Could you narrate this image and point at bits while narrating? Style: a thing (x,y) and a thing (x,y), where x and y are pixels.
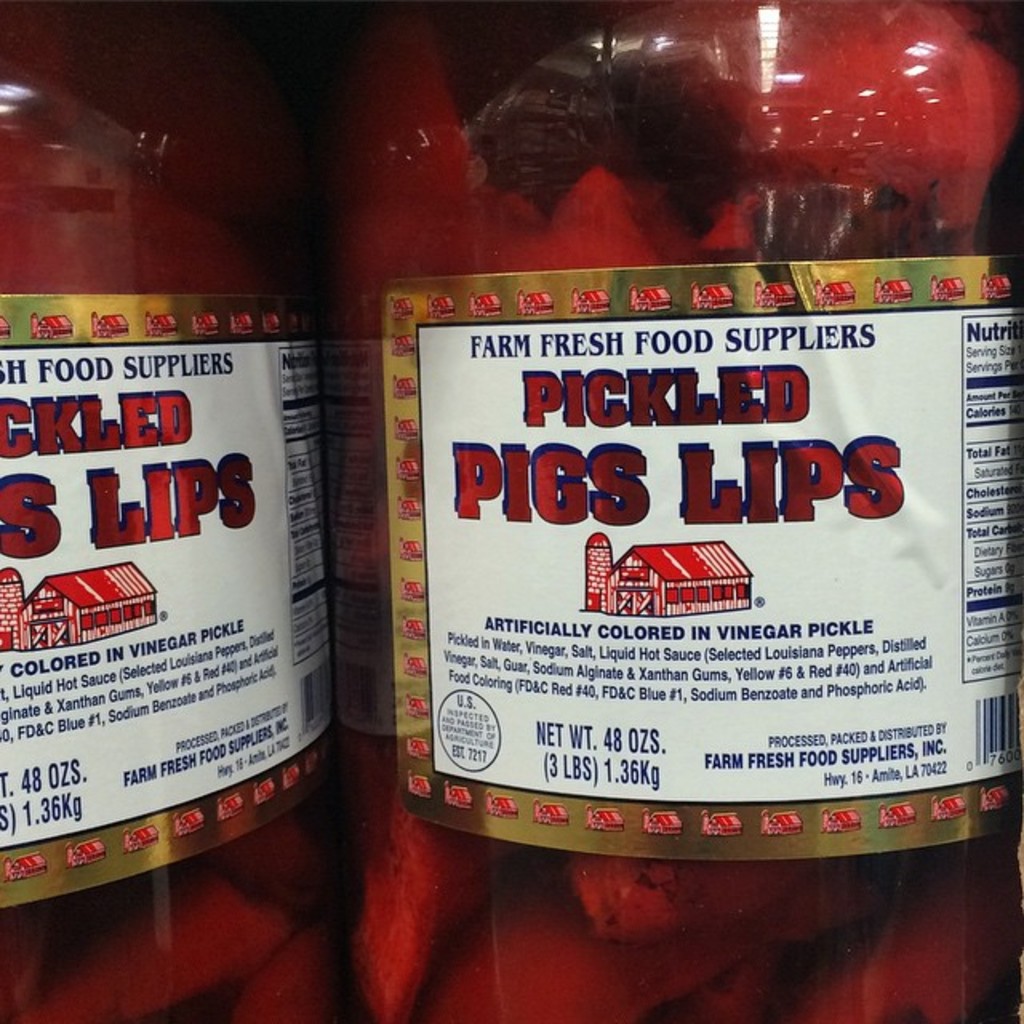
There are two bottles (144,639). The bottle (359,645) has sticker (633,525).
